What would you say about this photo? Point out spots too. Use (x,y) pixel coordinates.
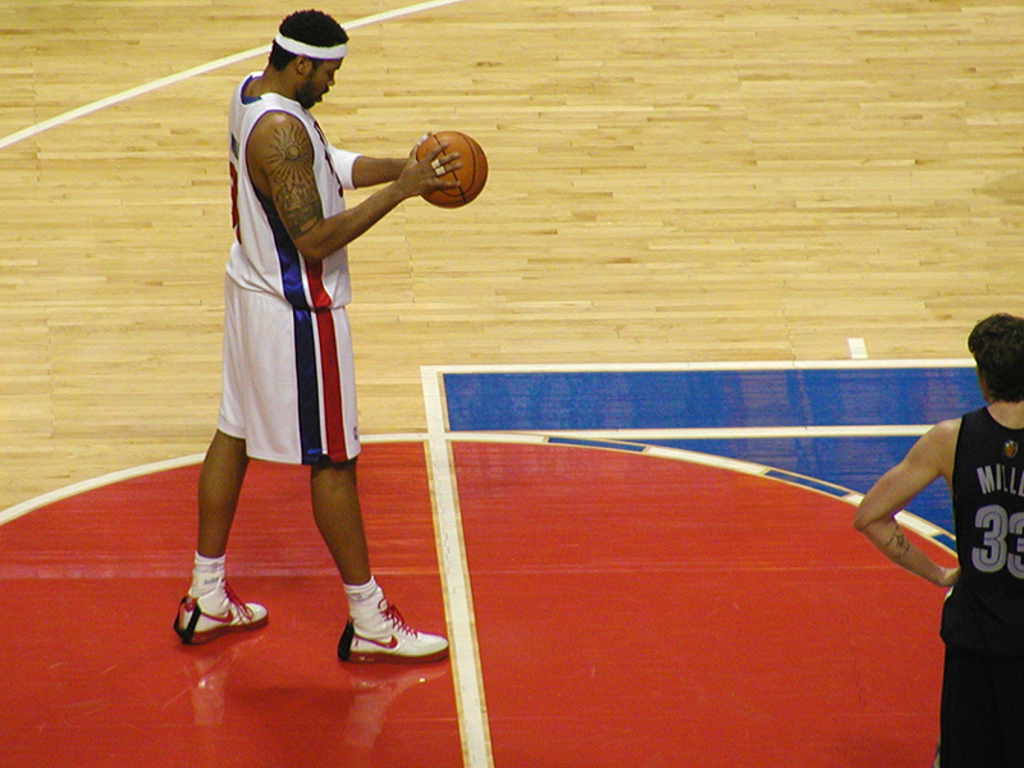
In this picture there is a person (289,302) wearing white dress (275,357) is standing and holding a basketball (459,145) in his hand (421,166) and there is another person (930,566) standing in the right corner (976,500).
